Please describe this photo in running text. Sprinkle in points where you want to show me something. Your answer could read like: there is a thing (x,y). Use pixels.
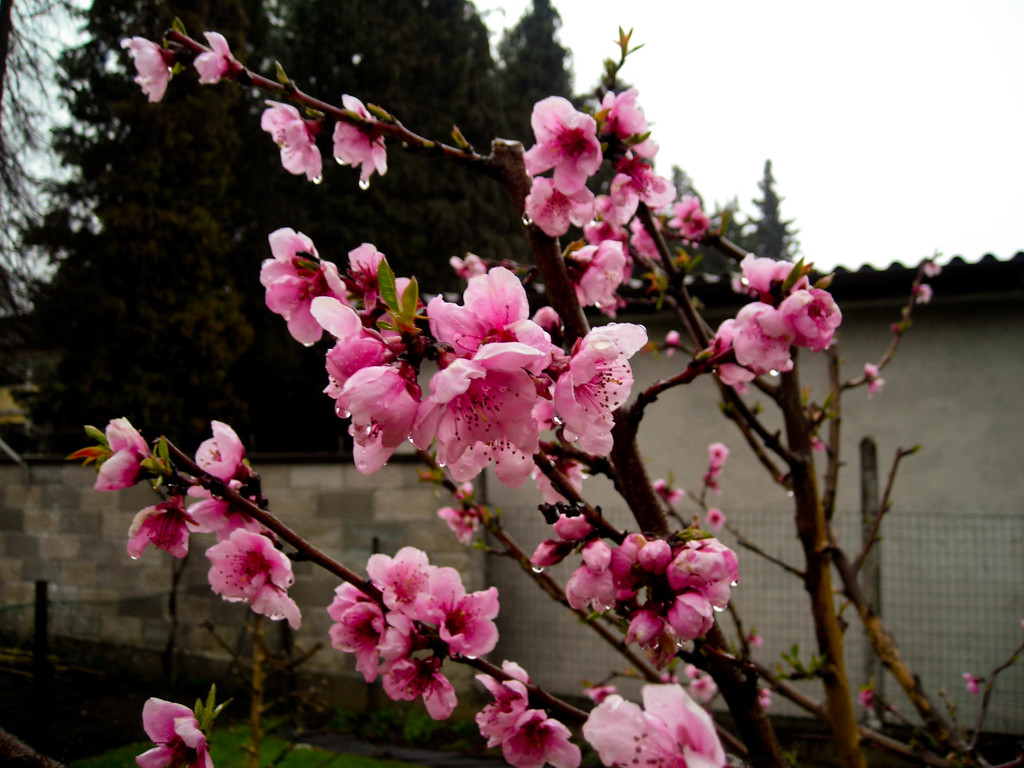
In this image there are trees (126,328) and we can see flowers (540,414) which are in pink color. There is a wall (377,534) and we can see a shed (722,510). In the background (933,101) there is sky (781,110).
